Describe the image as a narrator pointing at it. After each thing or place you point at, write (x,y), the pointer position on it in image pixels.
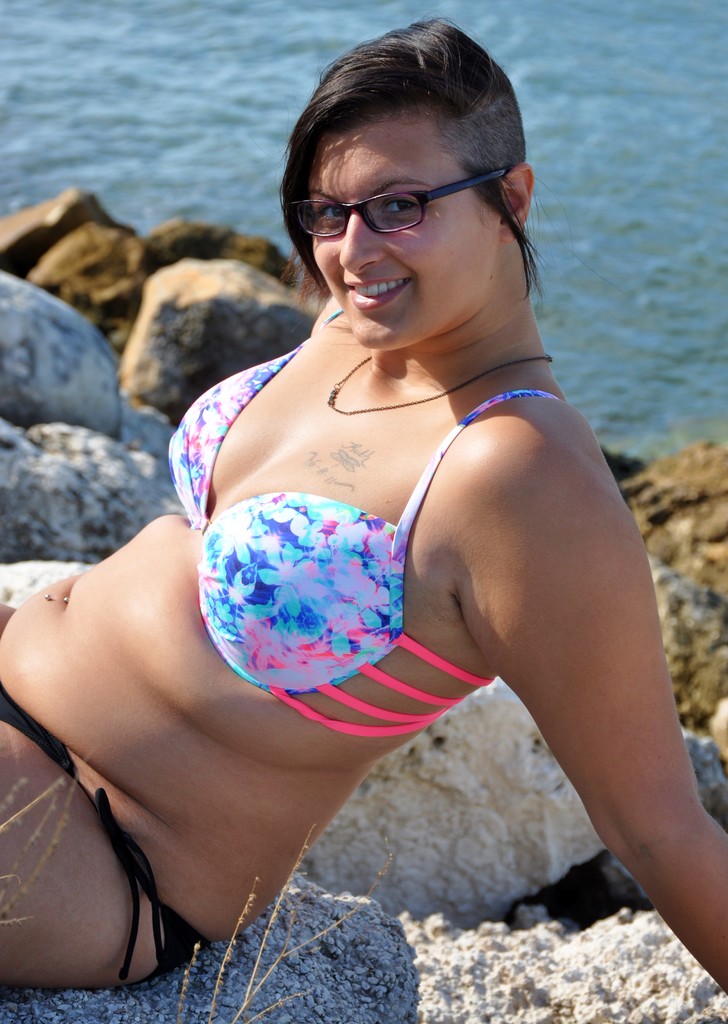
In this image we can see a lady (340,662) sitting on the rock (278,927). In the background (599,180) there is water (336,44) and we can see rocks (122,345).
